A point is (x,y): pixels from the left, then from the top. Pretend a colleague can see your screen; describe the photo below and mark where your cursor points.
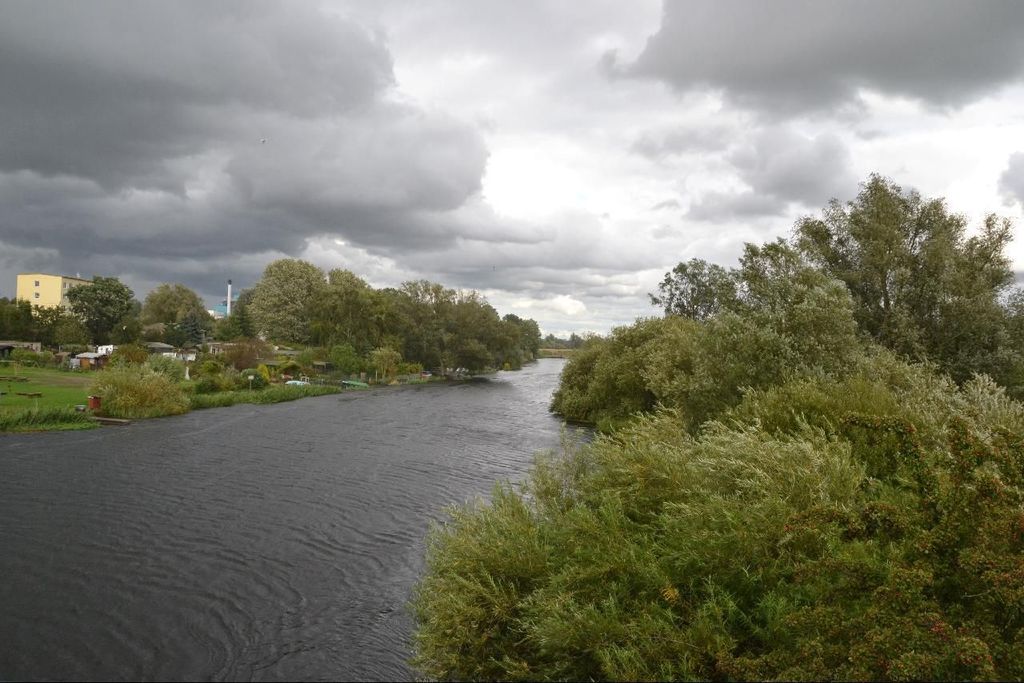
In this picture we can see trees (432,355) and water (345,579). On the left side of the image (64,281), there are houses (106,354), a pole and a building (45,299). At the top of the image (237,117), there is the cloudy sky (336,138).
